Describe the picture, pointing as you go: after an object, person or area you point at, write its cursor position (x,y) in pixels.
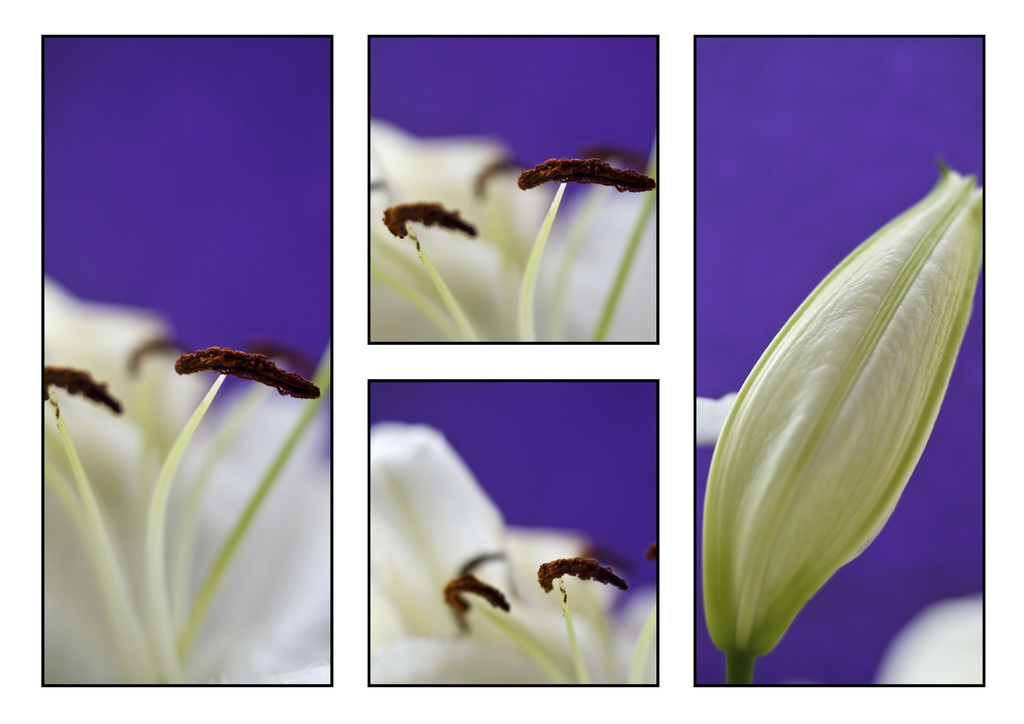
This is a collage picture. I can see flowers (413,207), and there is blur background (62,208).
